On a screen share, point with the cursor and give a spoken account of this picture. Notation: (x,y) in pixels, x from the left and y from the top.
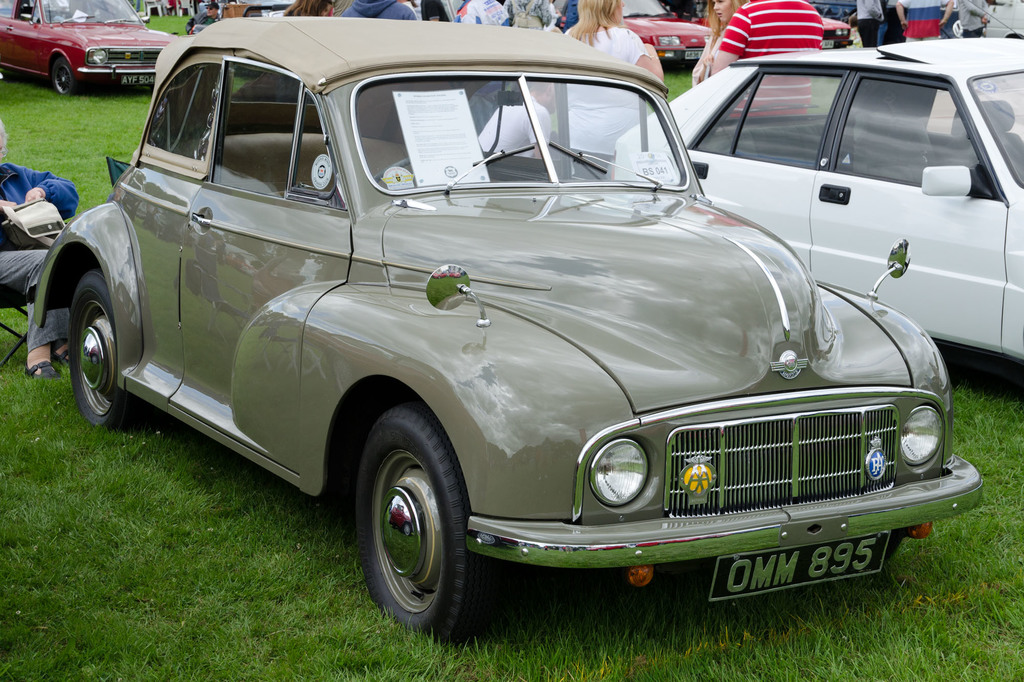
In this image we can see a few people (8,177), one of them is sitting on the chair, there are cars (278,125), also we can see the grass (219,566).
